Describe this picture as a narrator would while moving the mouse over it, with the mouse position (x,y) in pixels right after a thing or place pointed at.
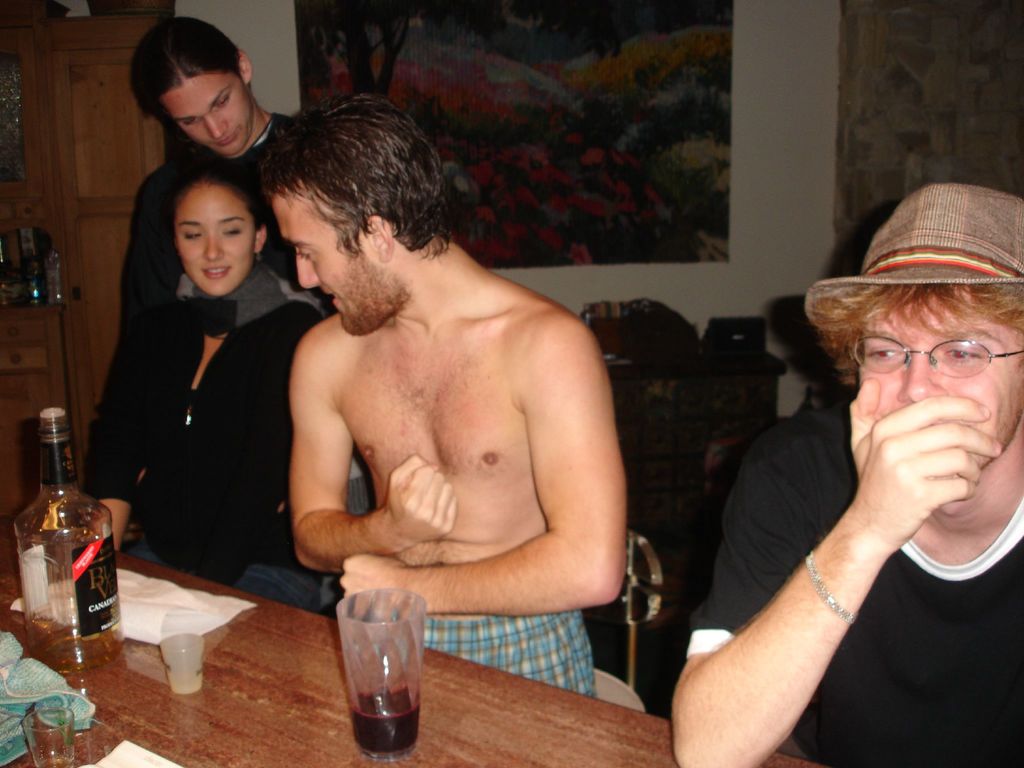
In this image there are four persons (380,435) on the right side (897,501) there is one person (880,464) who is sitting and he is wearing spectacles (896,347) and cap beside that person (830,564) another person (415,439) who is sitting beside that person (333,400) another woman (203,387) who is sitting and she is wearing a black jacket (202,503) beside that woman (204,254) another person (189,116) is standing on the background (261,57) there is wall (765,84) on the wall (275,81) there is one photo frame (575,65) on the left side (82,247) there is one door (68,167) in the bottom (334,700) there is one table (220,629) on the table (475,693) there are tissue papers (161,602), bottles (64,492), glasses (353,648) and some clothes (63,698) are there on the table (516,703).
